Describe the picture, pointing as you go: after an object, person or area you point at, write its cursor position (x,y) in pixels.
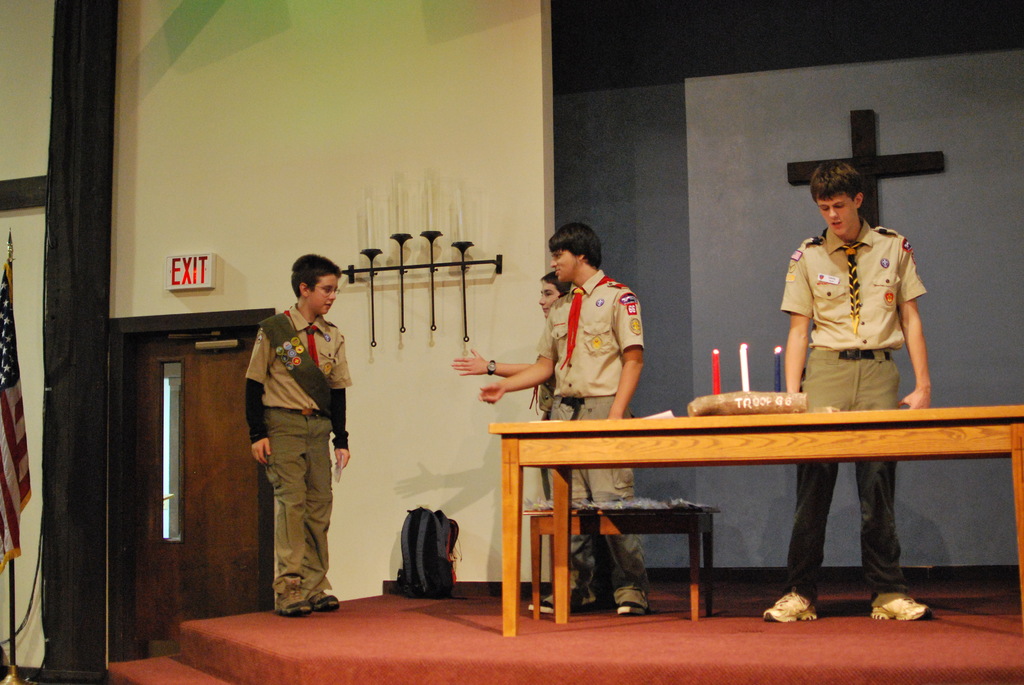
In this image there is a stage (723,615) on which there is a table (919,447). There are few students (614,353) standing near the table (598,443). On the table (688,458) there are three candles (776,369). To the left side (16,420) there is a flag (8,435) and a door (155,458) beside it. There is a exit board (177,270) which is on the top of door (210,419).
